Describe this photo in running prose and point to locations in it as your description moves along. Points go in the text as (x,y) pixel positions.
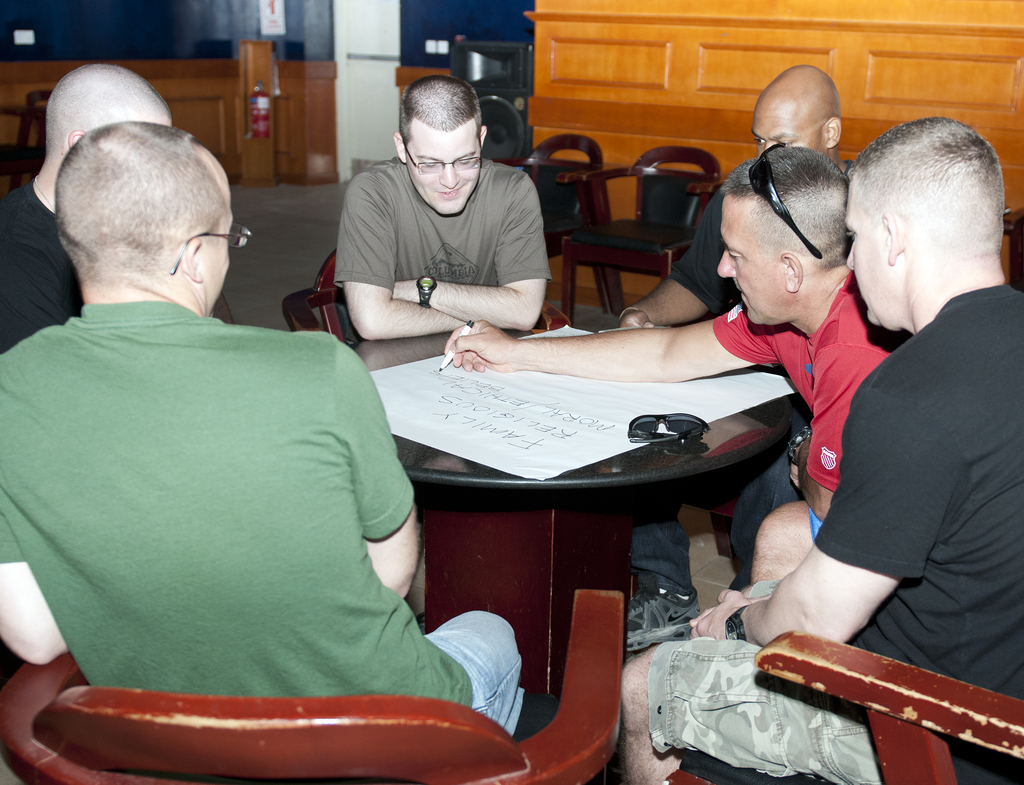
In this picture there is a man (797,282) who is holding a pen (443,368) and writing something on the paper (466,406). On the table (681,457) I can see the goggles (669,424) and paper (536,431). On the right (904,310) there is a man (913,444) who is wearing black t-shirt (918,481) and short (751,714). He is sitting on the wooden chair (913,692). On the left (121,307) there is a man (162,391) who is wearing green t-shirt (217,502). He is sitting near to the table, beside him I can see a bald man (42,206) who is wearing a black t-shirt (63,280). In the center (437,279) there is a man (490,221) who is smiling, beside him I can see another bald man (793,112) who is wearing a black t-shirt (704,261). In the back (513,120) I can see the partitions (649,61), chairs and other objects (392,54).
